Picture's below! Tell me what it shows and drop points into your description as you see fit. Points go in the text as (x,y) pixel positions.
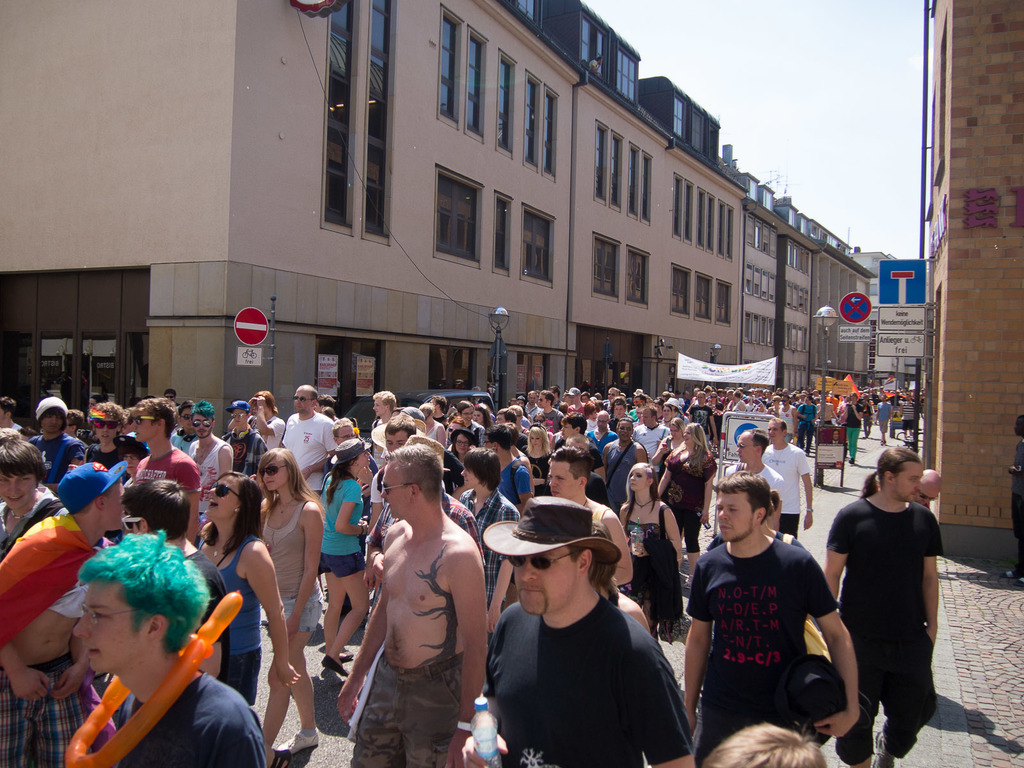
In this picture I can see there crowd of people (537,482) walking in the street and in the backdrop (659,266) there are buildings (749,230) and the sky (870,116) is clear.
